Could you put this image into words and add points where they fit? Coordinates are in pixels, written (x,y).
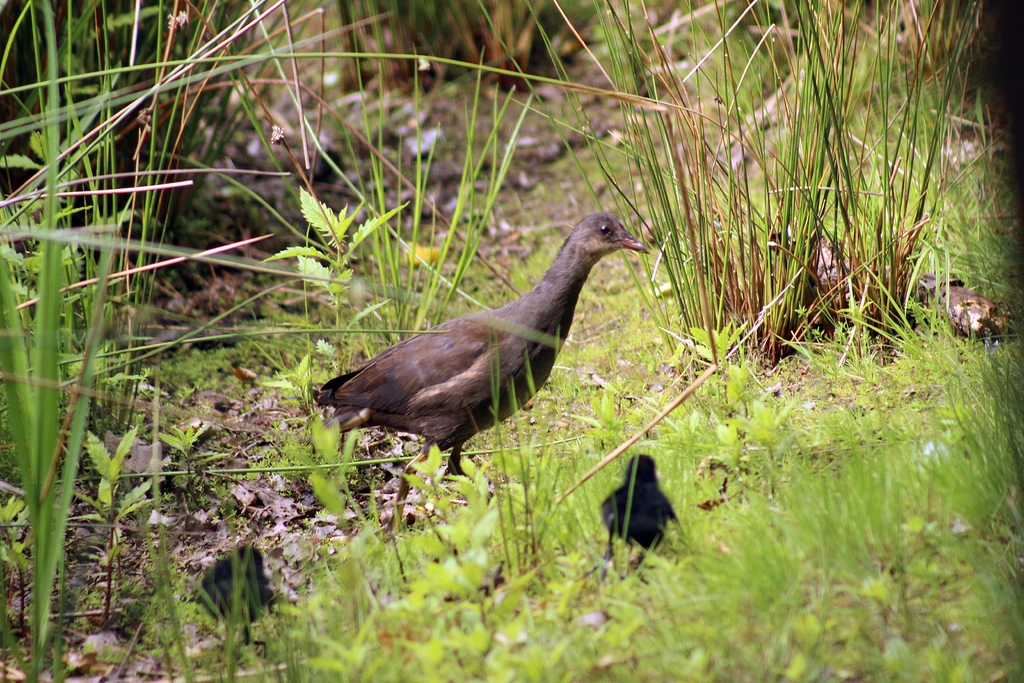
In this picture we can observe birds (395,363) on the land (561,386). We can observe some plants (433,621) and grass (64,270) on the ground (579,377). The birds (447,352) are in brown and black colors.
